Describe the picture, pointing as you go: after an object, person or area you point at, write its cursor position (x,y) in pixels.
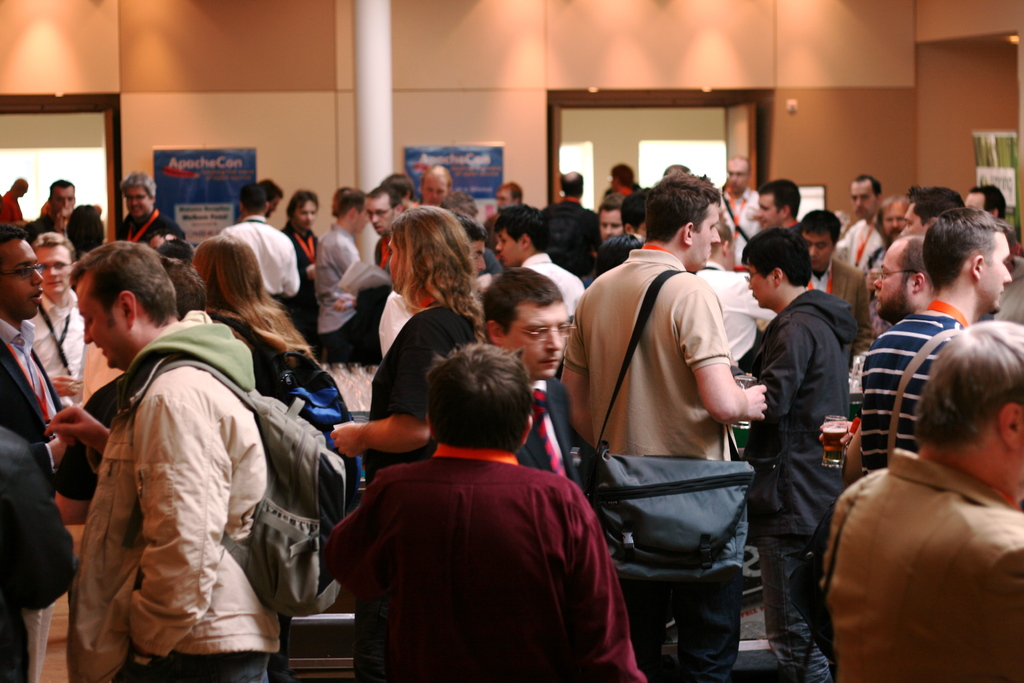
In this image, I can see a group of people (548,257) standing. In the background (415,187), there are banners (409,152), pole (388,127), wall (267,87) and two entrances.
